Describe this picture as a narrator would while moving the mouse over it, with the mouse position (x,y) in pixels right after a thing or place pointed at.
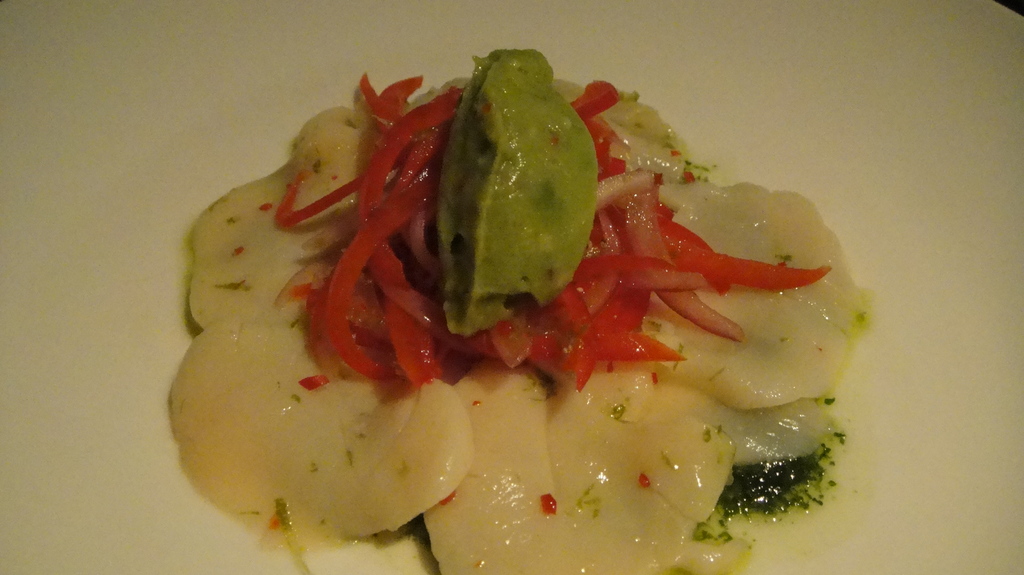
The picture consists of a food item (559,264) served in a plate (930,414).
